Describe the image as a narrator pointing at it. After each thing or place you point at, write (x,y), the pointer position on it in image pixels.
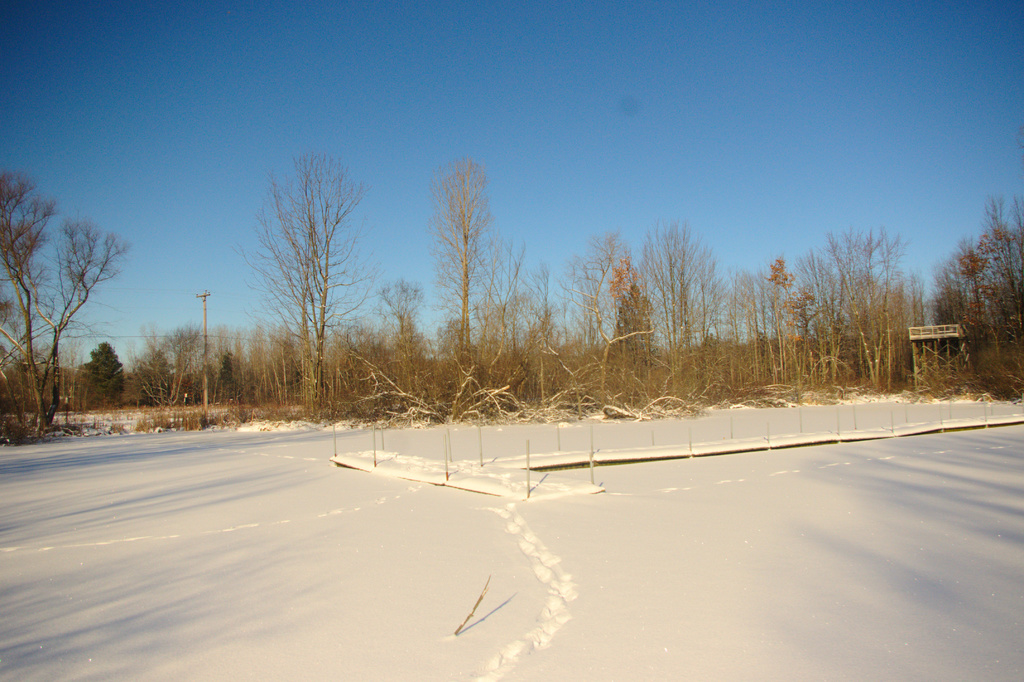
In this image, I can see the trees (461,345). This looks like a current pole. This is the snow (795,612).
